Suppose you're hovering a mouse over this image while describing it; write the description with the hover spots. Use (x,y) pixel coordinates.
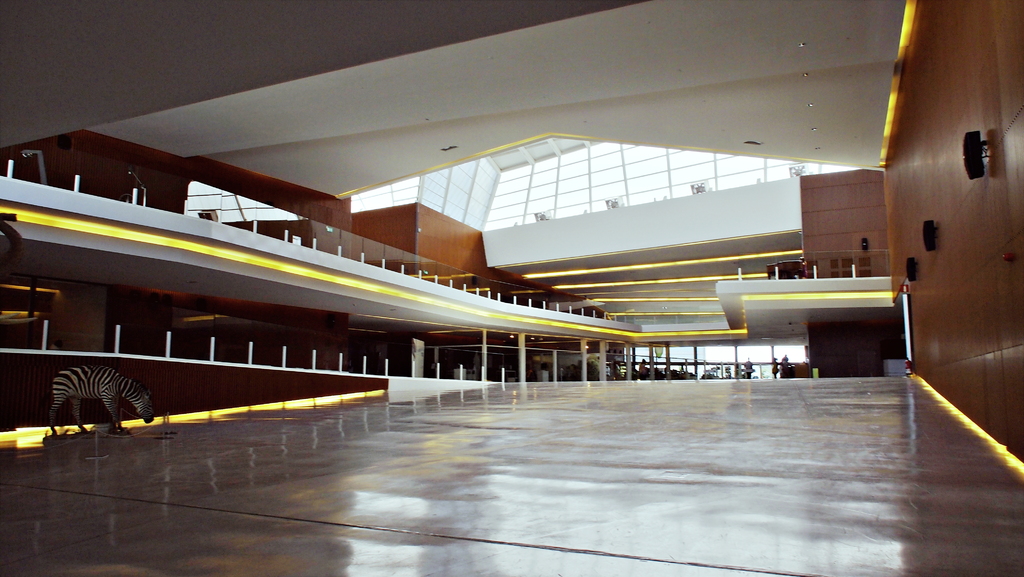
In this image I can see the floor (584,490), an animal (121,388) which is white and black in color, the brown colored wall (164,364), few black colored objects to the wall (926,272), few white colored poles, the ceiling (695,54), few lights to the ceiling (745,82), few persons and few windows (600,193).
